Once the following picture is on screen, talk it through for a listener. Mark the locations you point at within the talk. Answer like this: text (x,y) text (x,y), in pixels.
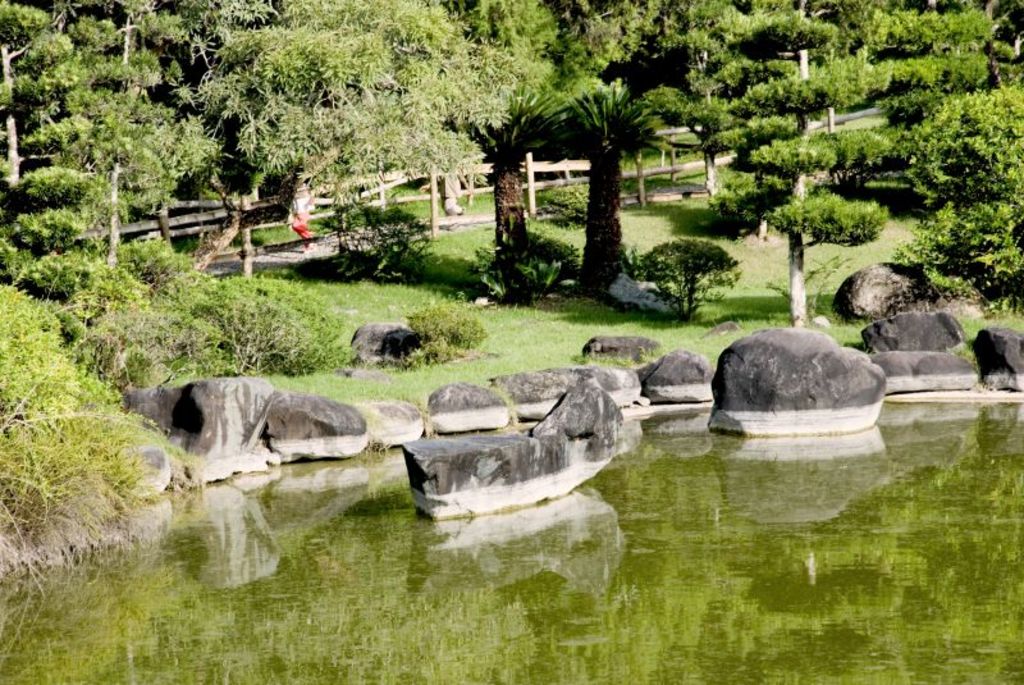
In this image we can see few trees (560,143), plants (291,305), grass (519,346), stones (472,392), water (782,453), fence (560,182) and two persons (305,229) walking on the pavement (301,248).
